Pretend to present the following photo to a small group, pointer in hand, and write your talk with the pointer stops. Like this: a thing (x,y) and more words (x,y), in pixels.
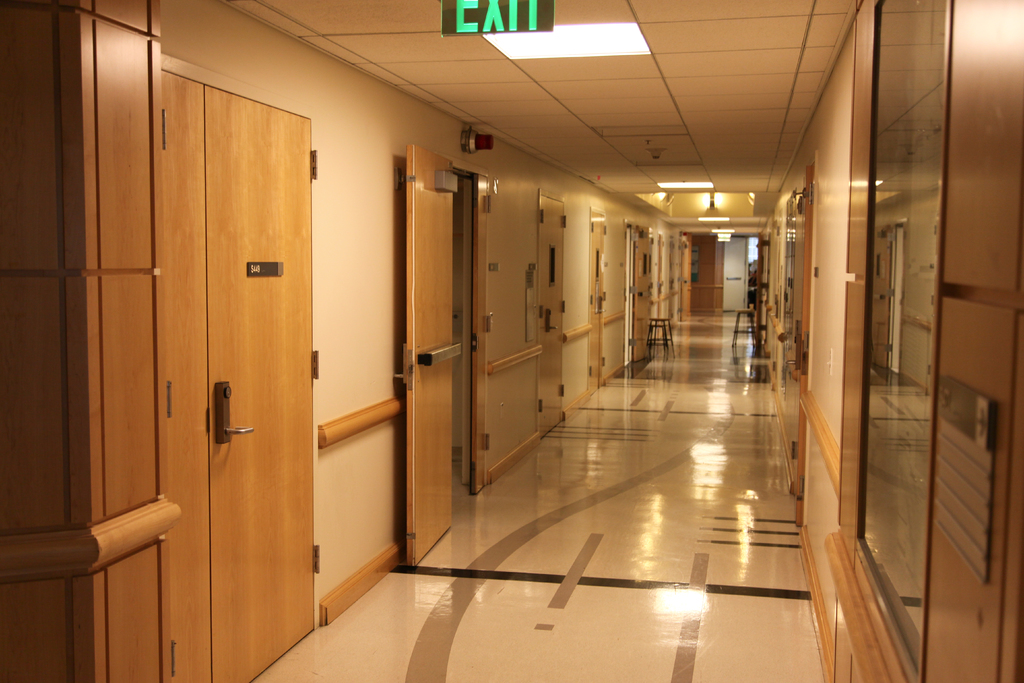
In this image we can see corridor (698,198), electric lights (607,29), sign board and an alarm light (470,133).
